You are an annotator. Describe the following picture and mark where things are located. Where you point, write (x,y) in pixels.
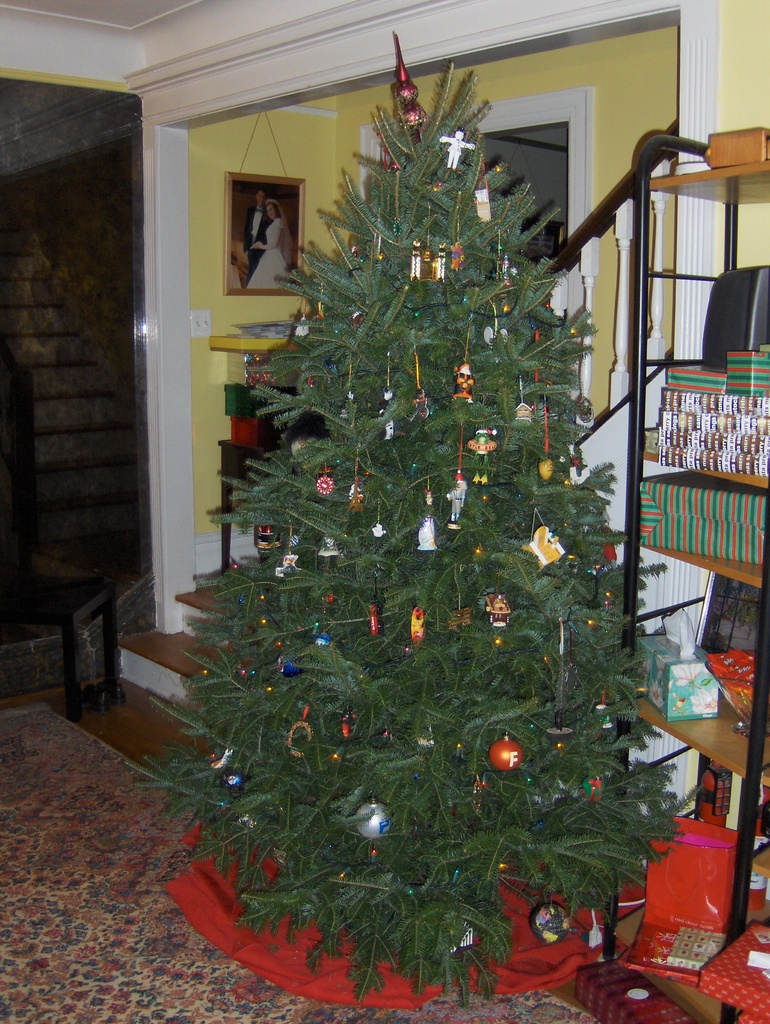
In this image we can see the inner view of a room (101,167) and there is a Christmas tree (423,496) with some decorative items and on the right side (699,709) we can see a rack (721,1017) with some gifts (719,504) and other objects (687,820). In the background (319,246), we can see the wall (212,184) with a photo frame (252,229) and there are some things (708,950) on the floor (58,997).
